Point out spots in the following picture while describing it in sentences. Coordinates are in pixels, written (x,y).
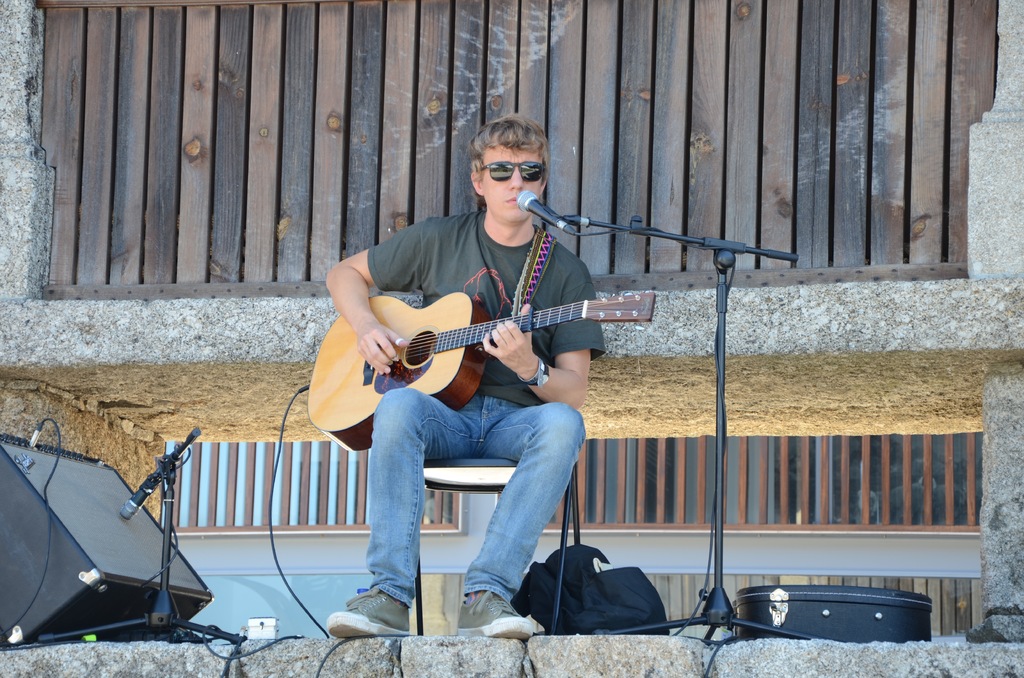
A man (413,421) is sitting in the stool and also playing the guitar (519,321). He wear a black color spectacles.
